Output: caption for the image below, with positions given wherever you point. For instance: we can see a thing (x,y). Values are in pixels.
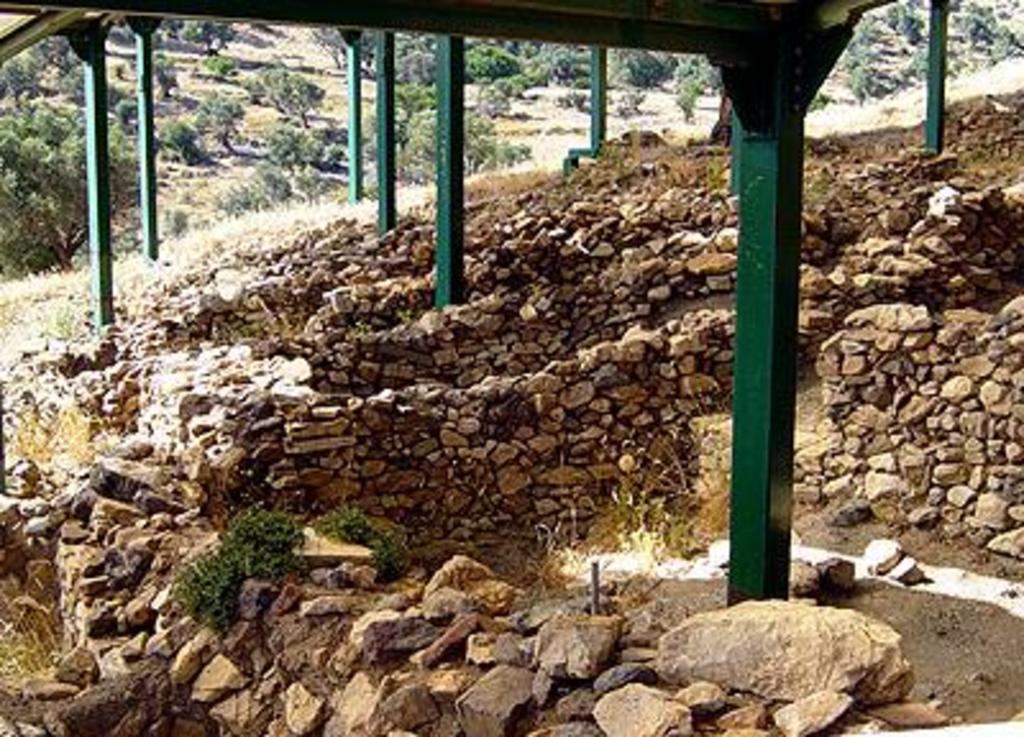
Here in this picture we can see walls (470,473) made with stones (627,353) present all over there and we can see some pillars (91,172) present in between them and we can see plants (248,202) and trees (281,165) present all over there and we can see some part of ground (222,216) is covered with grass (164,244) over there.
